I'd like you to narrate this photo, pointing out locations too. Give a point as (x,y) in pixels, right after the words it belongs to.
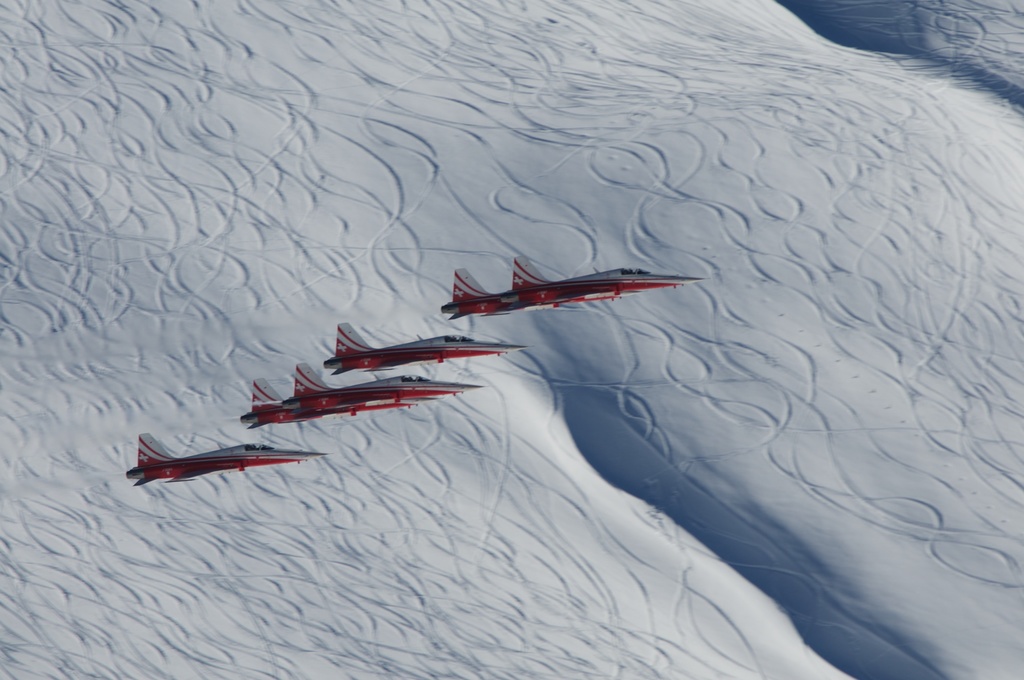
In this picture there are aircrafts (265,454) flying. At the bottom (620,599) it looks like snow (679,291) and the aircraft's (142,449) are in red and in white color.
